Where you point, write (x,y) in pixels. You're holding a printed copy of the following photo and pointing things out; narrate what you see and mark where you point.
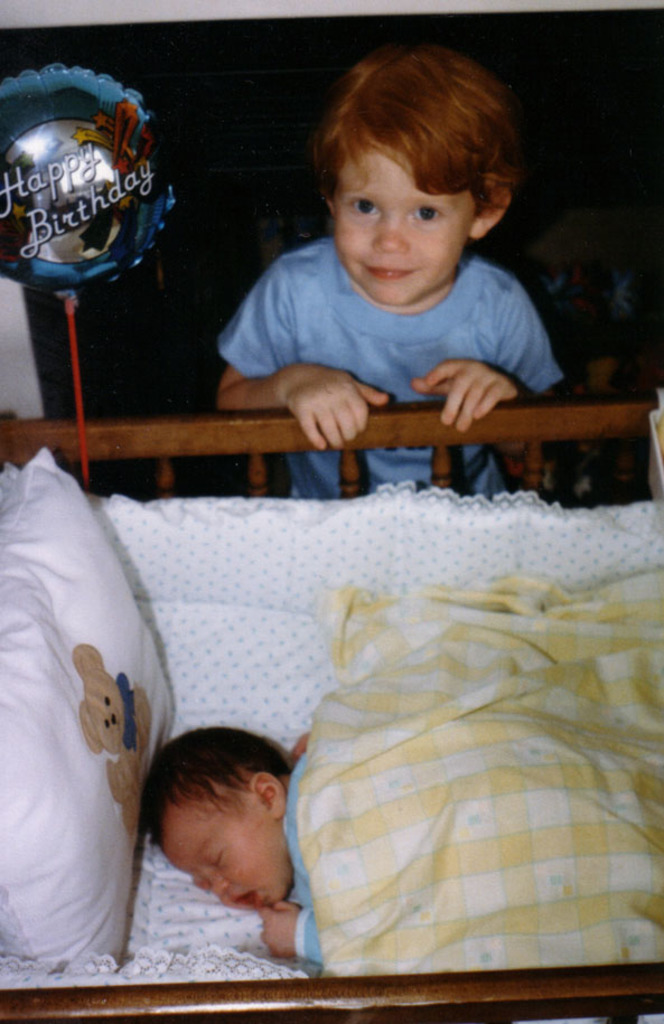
This picture shows a boy (411,360) standing at a cradle (507,419) and we see a pillow (59,505) and a balloon (7,237) and a baby (275,831) sleeping and we see a blanket (391,613) on the baby (320,956).
